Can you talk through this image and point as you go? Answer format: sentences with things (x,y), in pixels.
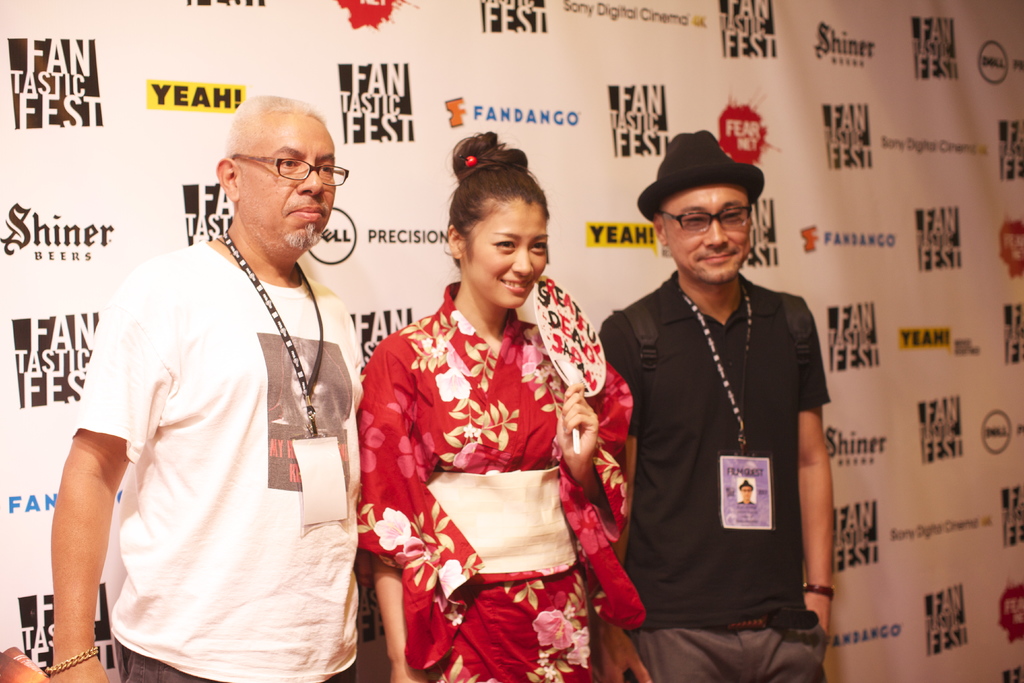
In the picture, there are three people (494,473) standing and posing for the photo and behind them, on a banner (422,84) there are names (964,144) of different sponsors.
